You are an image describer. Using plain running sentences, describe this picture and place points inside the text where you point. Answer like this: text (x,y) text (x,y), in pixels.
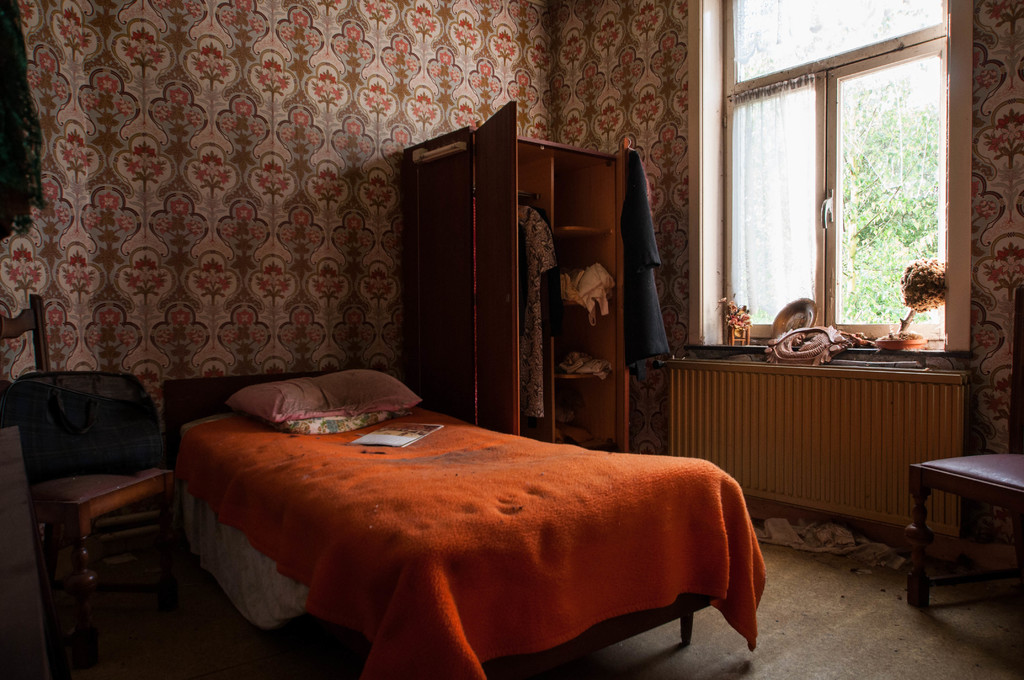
In the middle (386,385) bottom of the image (411,598), a bed (231,433) is visible on which cushion (303,432) is kept. Next to that a chair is visible. In the middle (472,371) cupboard (500,176) is there. In the right (825,202), a window (825,202) is visible. In the background (661,98), a wall (205,171) is visible with floral wallpaper (277,204). Through window (842,102) trees (876,183) are visible. It looks as if a image is taken inside the house (224,616).
